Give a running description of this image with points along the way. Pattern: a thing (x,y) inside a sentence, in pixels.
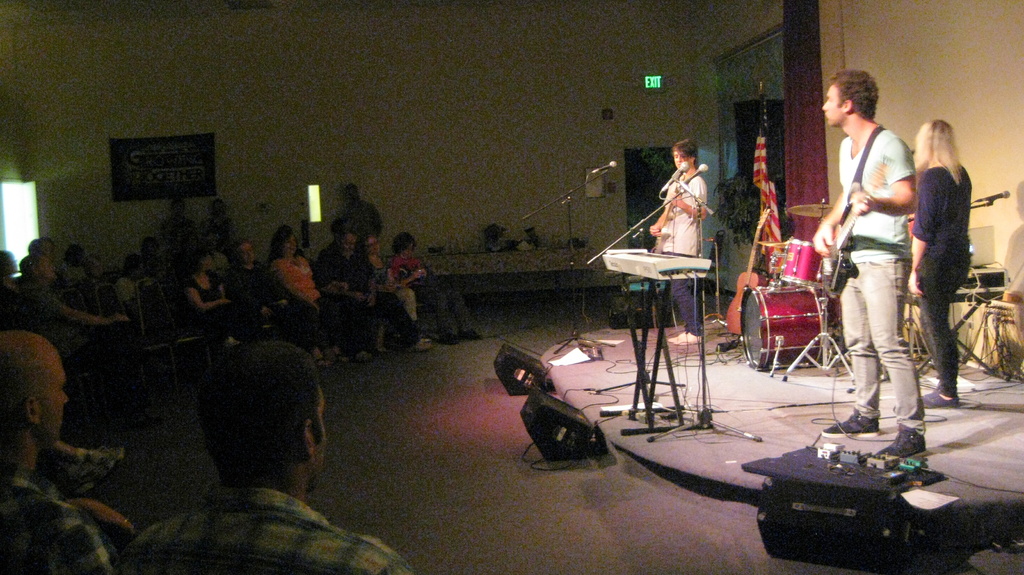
In this image I can see three people (869,295). I can see two people (822,249) are playing the musical instruments (854,222) and standing in-front of the mics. To the side of these people (681,224) I can see the drum set (810,285) and the flag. To the left (239,324) I can see the group of people (245,355) sitting on the chairs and I can see few people (221,244) are standing. In the background (238,160) I can see the boards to the wall (595,113).
